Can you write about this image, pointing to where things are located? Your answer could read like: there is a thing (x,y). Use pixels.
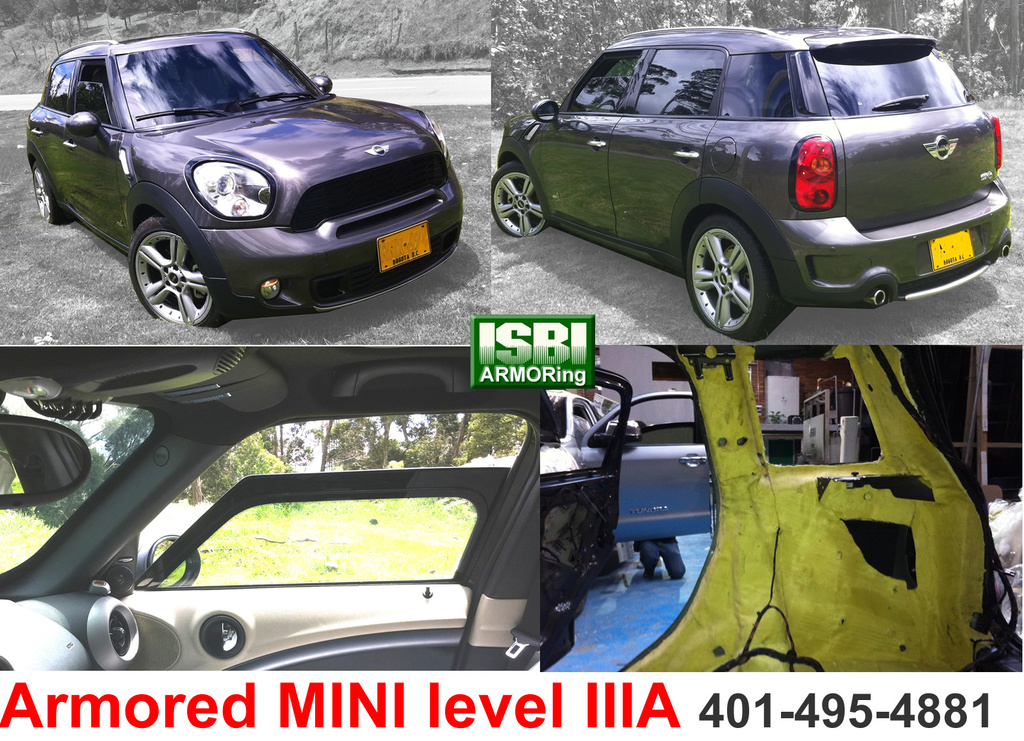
This is a collage picture. I can see vehicles (869,251), trees (997,45) and some other objects (1018,589), and in the background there is the sky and there are watermarks (368,693) on the image.
